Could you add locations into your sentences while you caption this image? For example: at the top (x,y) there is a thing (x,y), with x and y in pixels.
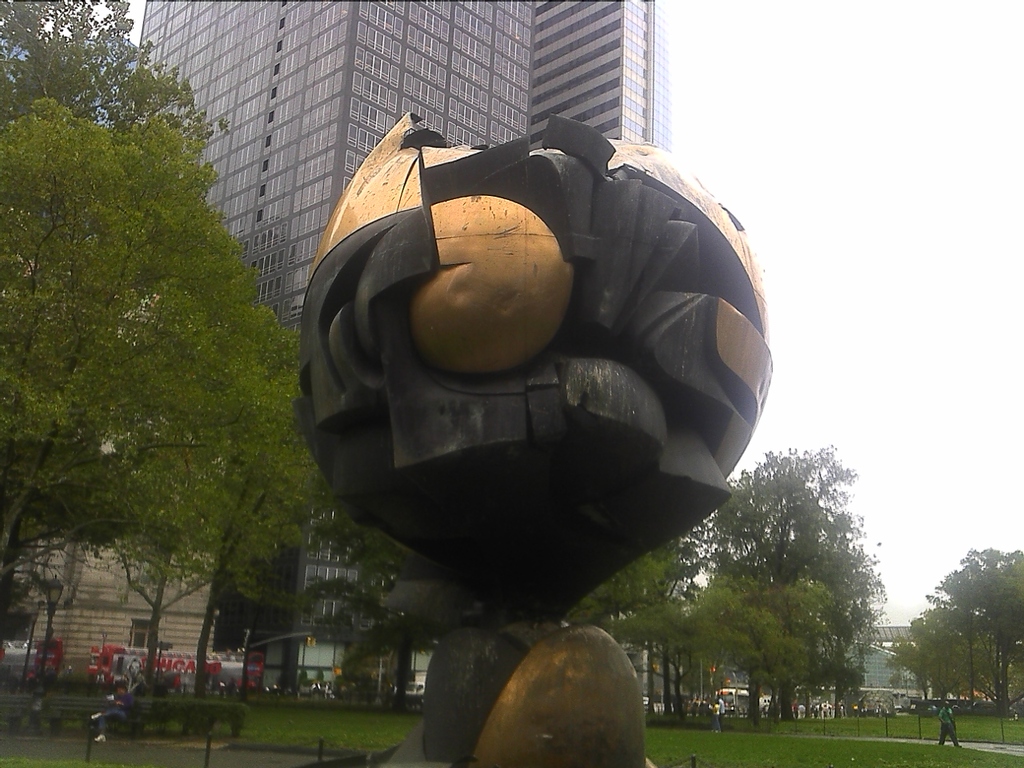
In the middle of the image (344,369) we can see a statue (372,217). Behind the statue (649,537) there are some trees (953,676), buildings (77,641), vehicles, poles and plants (59,680). At the bottom of the image (39,767) there is grass (51,760) and few people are standing and sitting and walking. In the top right corner of the image (769,130) there is sky (973,345).
